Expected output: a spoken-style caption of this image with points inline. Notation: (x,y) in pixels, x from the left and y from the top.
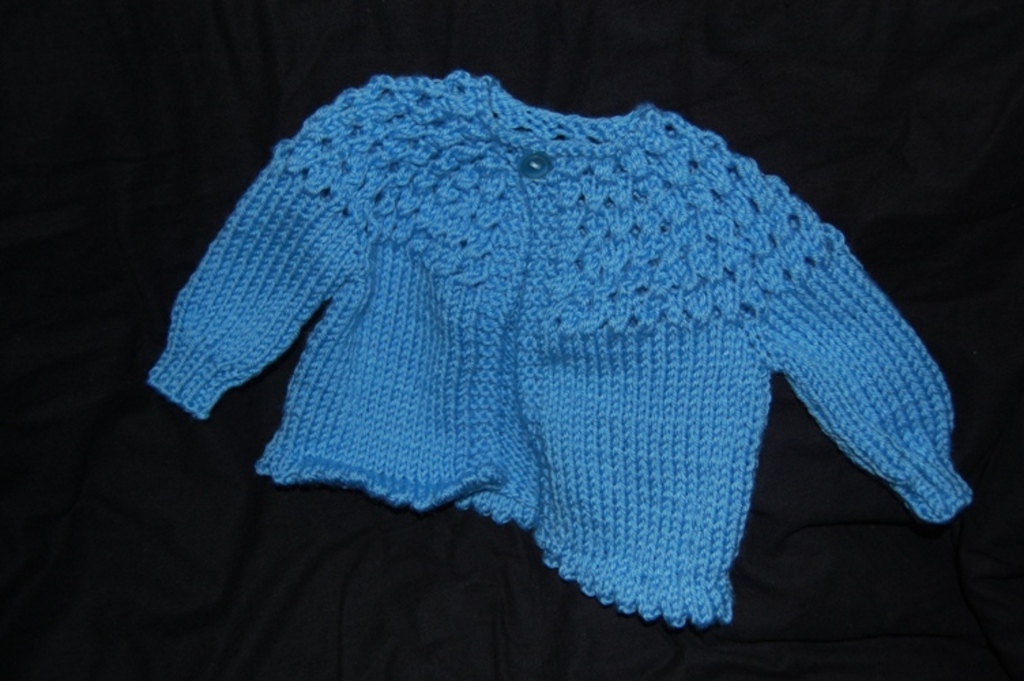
In this picture there is a blue color sweater (579,318) on the black color cloth (560,598).
